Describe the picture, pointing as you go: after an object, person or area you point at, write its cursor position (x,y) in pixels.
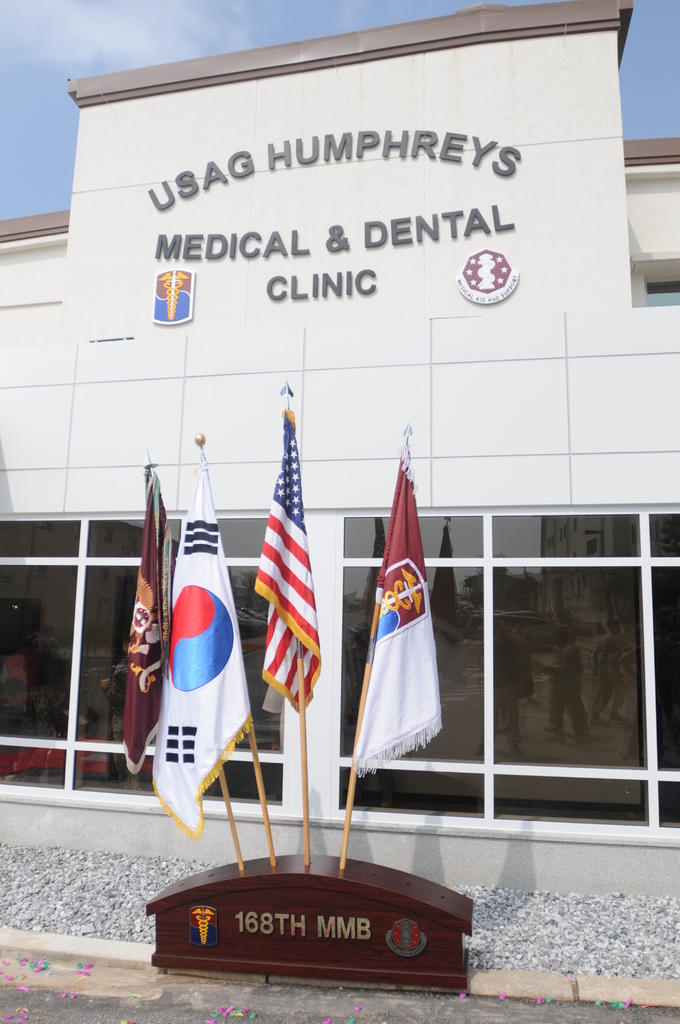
In the image we can see building (393,481), windows (573,608) and the text (297,230). Here we can see the flags (406,651), stones (563,957) and the sky (54,156).
